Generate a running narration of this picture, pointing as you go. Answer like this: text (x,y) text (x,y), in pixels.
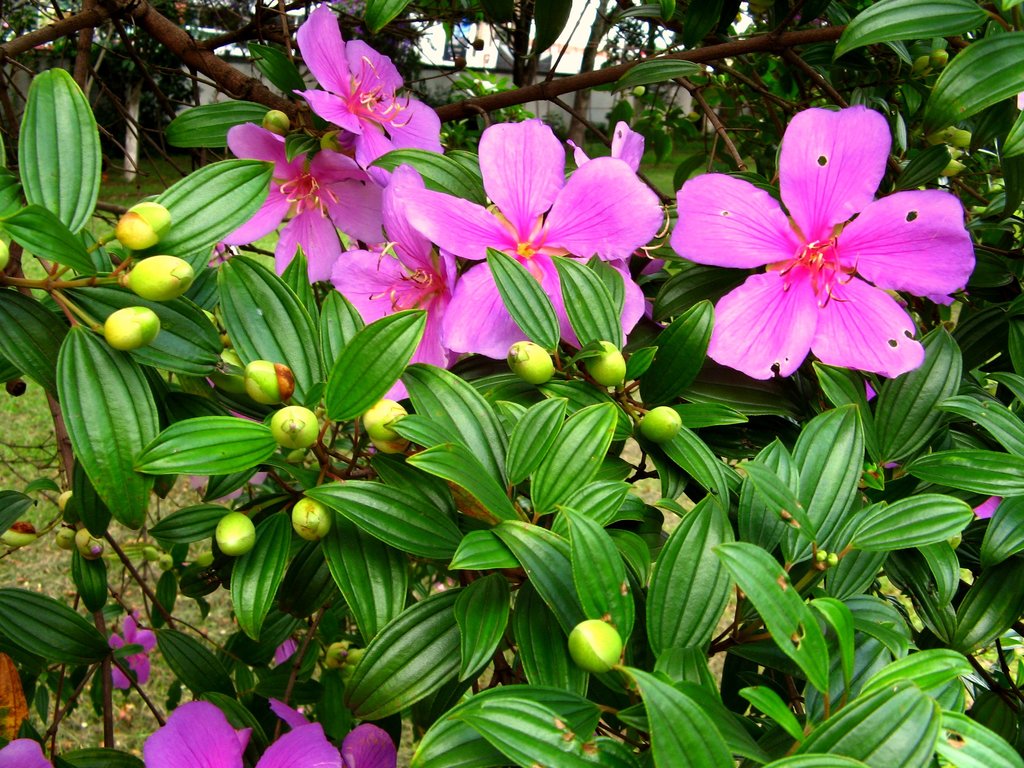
In this picture we can see pink flowers (831,145), buds (231,546) and green leaves (989,287).
